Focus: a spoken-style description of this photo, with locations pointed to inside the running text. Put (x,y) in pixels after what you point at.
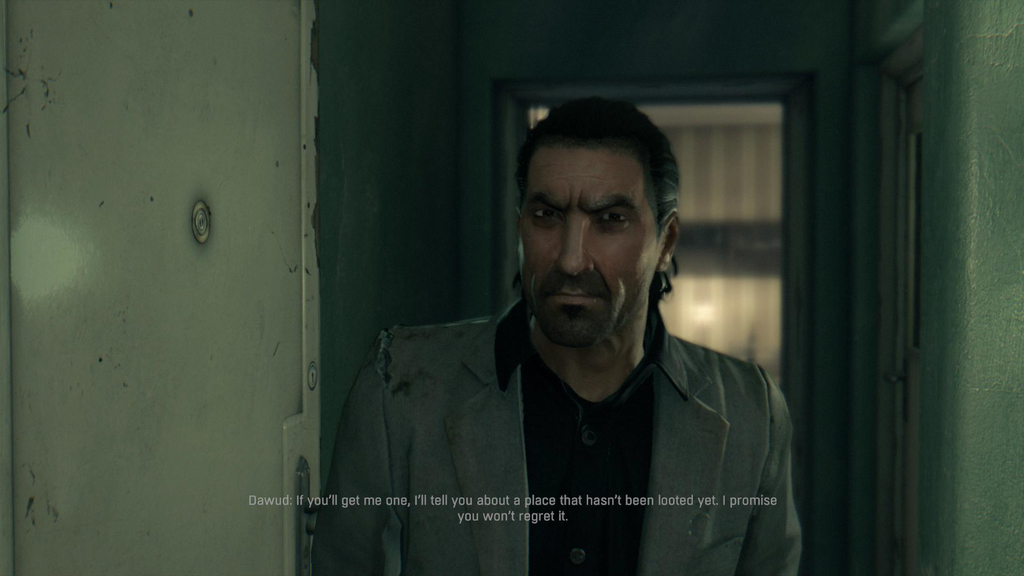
At the bottom of this image (543,497), there is a text (611,496). On the left side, there is a wall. On the right side (989,454), there is another wall (1009,251). In the background (784,106), there is a door (795,100).
